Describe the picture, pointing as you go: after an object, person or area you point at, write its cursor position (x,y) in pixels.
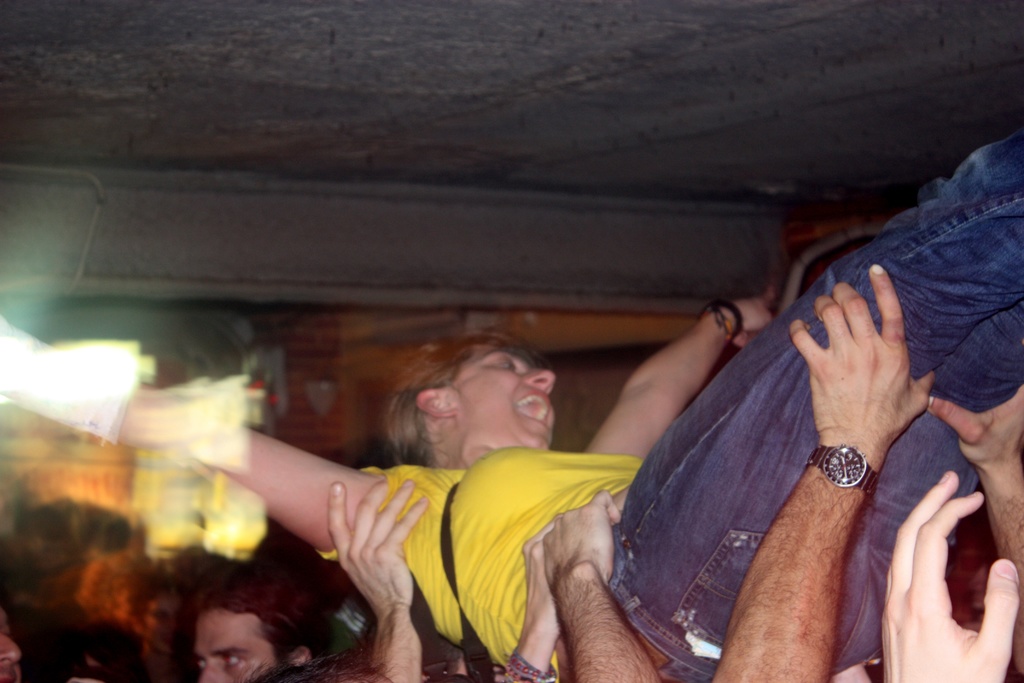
Here people (245,608) are standing, person (828,533) is wearing watch (842,464), person (706,608) is carried by other persons (591,514) by hands (838,423), that person (676,385) is wearing yellow color t shirt (499,479) and blue color jeans (701,489) in the back (540,182) there is grey color roof (542,176).
